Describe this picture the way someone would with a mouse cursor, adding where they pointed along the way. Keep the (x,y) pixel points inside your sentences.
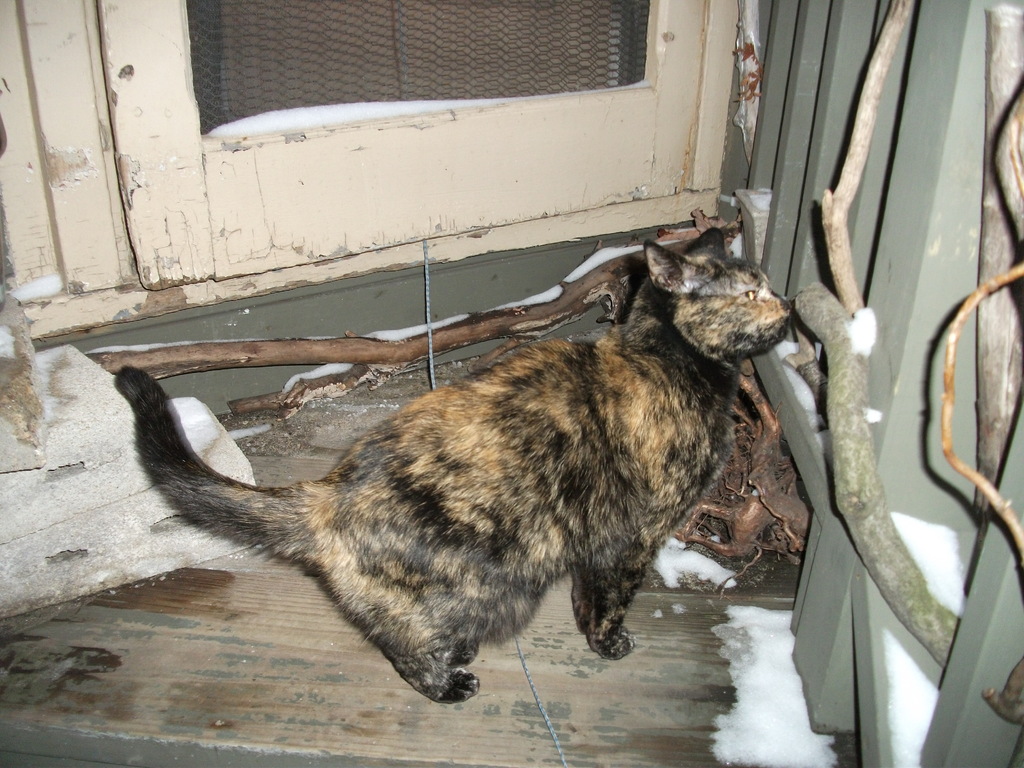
In the image there is a cat (534,379) and behind the cat (606,392) there is a door (570,228), on the right side (820,431) there is a railing (790,28).
